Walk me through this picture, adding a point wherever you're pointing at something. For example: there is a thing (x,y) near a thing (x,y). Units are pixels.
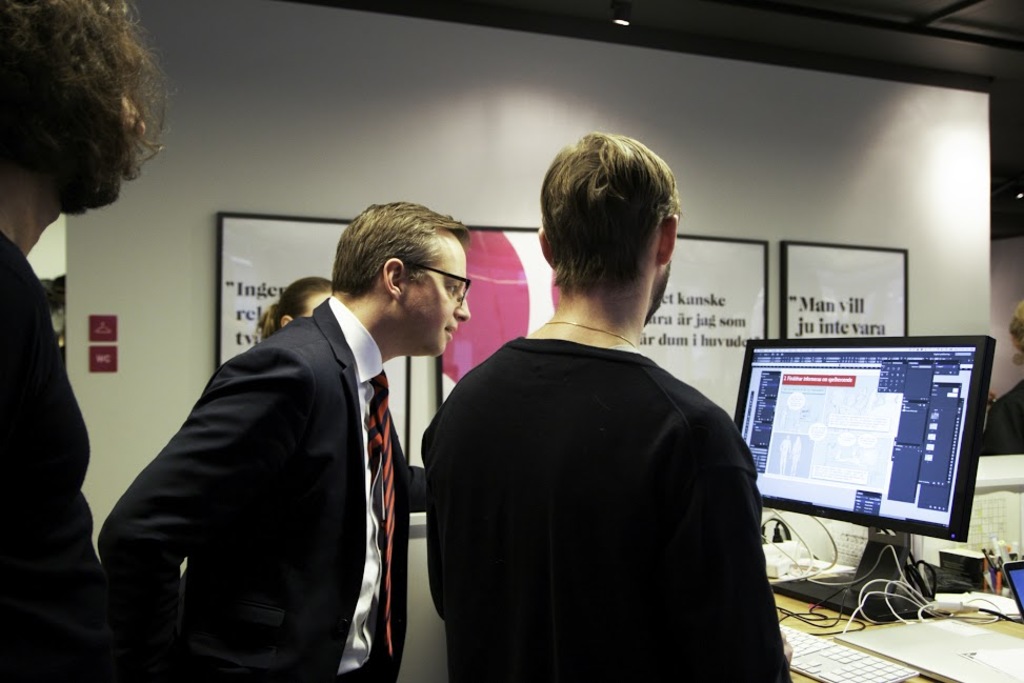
In this image we can see some group of persons (365,544) standing near the computer (952,459) and doing some work, there is system (913,527), keyboard (808,639), mouse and some wires (951,609), pens (991,575) on the table (1001,622) and in the background of the image (238,221) there are some paintings (693,285) attached to the wall (683,185).
